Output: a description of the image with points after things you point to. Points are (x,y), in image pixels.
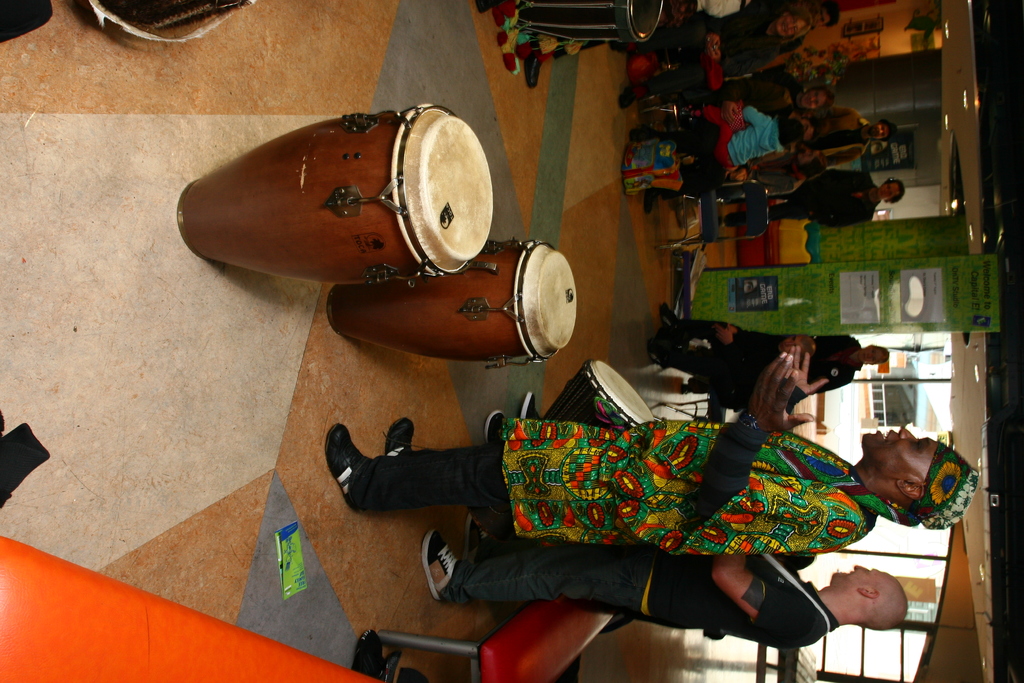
In the middle of the image (485,351) there are two drums (483,312). Top right side of the image (817,192) few people (699,176) are sitting and watching. Bottom right side of the image (876,513) two people (823,387) are standing, Behind them there are two people (666,352) are watching.
